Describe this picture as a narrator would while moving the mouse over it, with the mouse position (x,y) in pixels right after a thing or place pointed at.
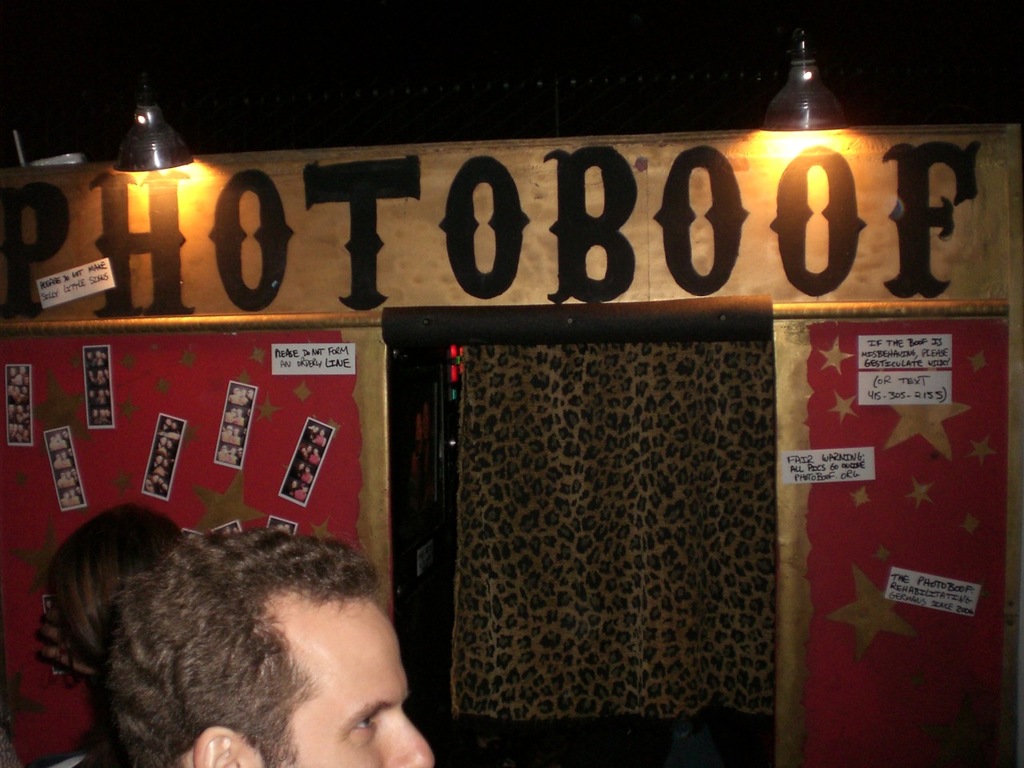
In this image in the center (423,374) there is a door (468,431), and on the wall (916,759) there are some boards (165,451). At the bottom (170,657) there are some persons (216,596), in the center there is a board (691,181) and lights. On the board (341,236) there is text (927,233) and in the center (560,443) there is a curtain (637,481).
